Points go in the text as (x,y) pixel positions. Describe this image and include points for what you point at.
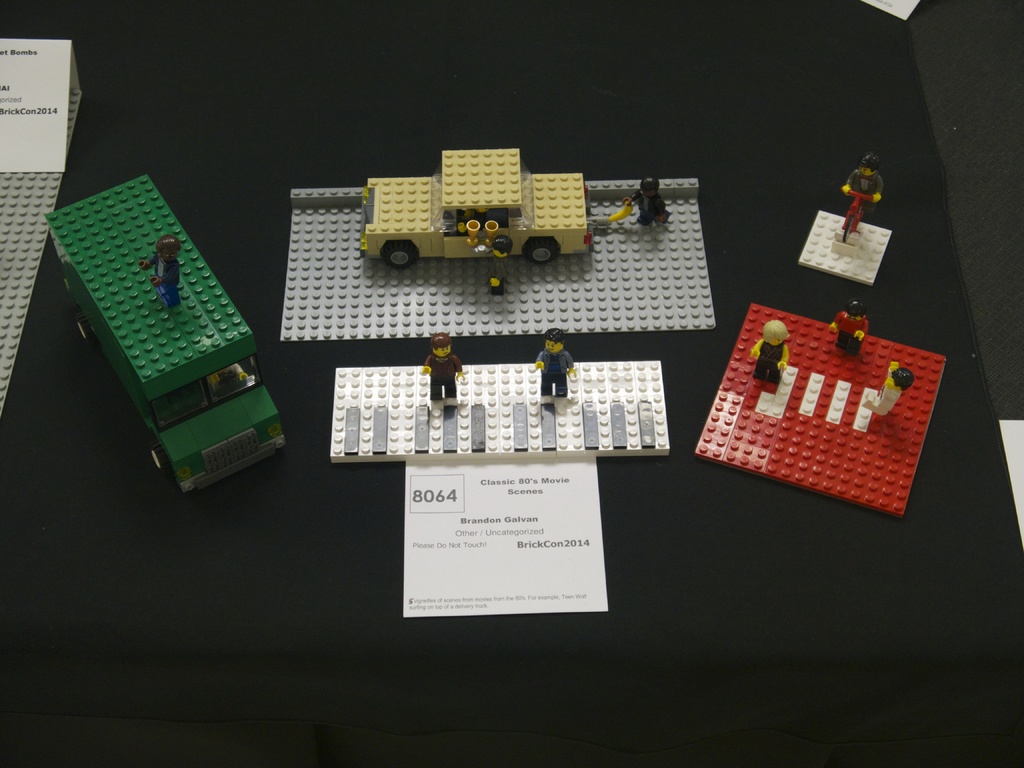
In this image we can see toys (613,429) and a paper (540,578) on a black surface (364,645). On the paper (496,552), we can see some text (484,602). On the left side (128,238), we can see a toy (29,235) and paper (37,97) with text (23,51).
